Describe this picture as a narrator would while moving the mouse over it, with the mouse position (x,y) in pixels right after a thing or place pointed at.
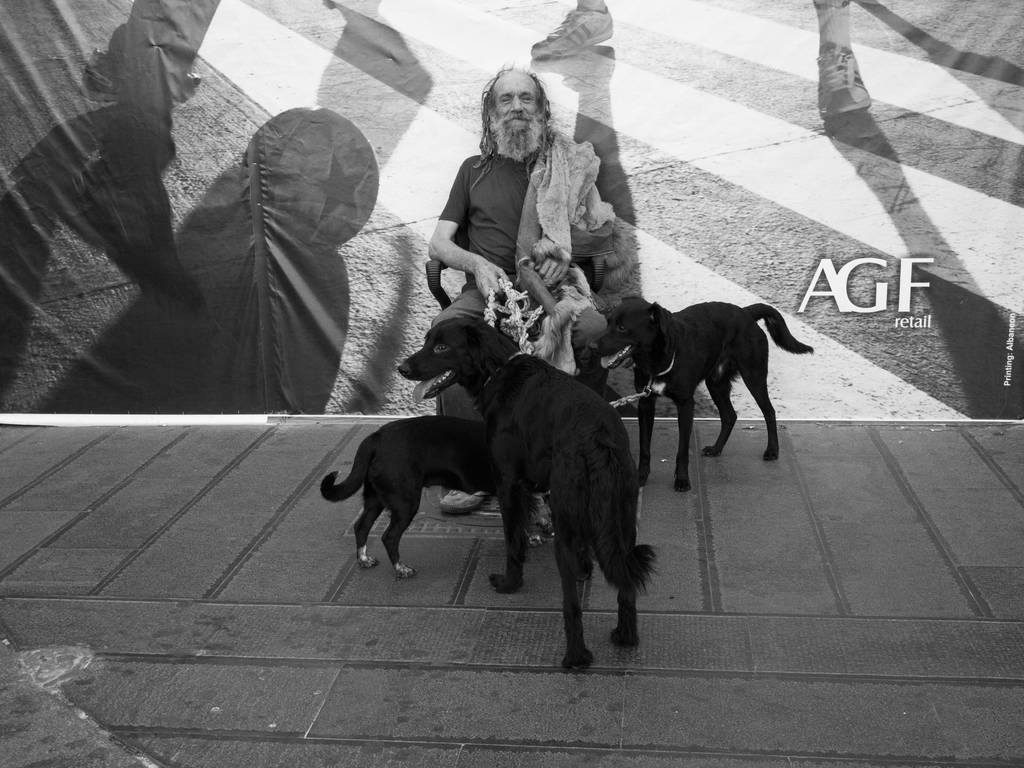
there are 3 dogs (464,433) in front of a person (516,163) sitting on the chair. behind him there is a wall (235,212) on which AGF retail (855,307) is written.
